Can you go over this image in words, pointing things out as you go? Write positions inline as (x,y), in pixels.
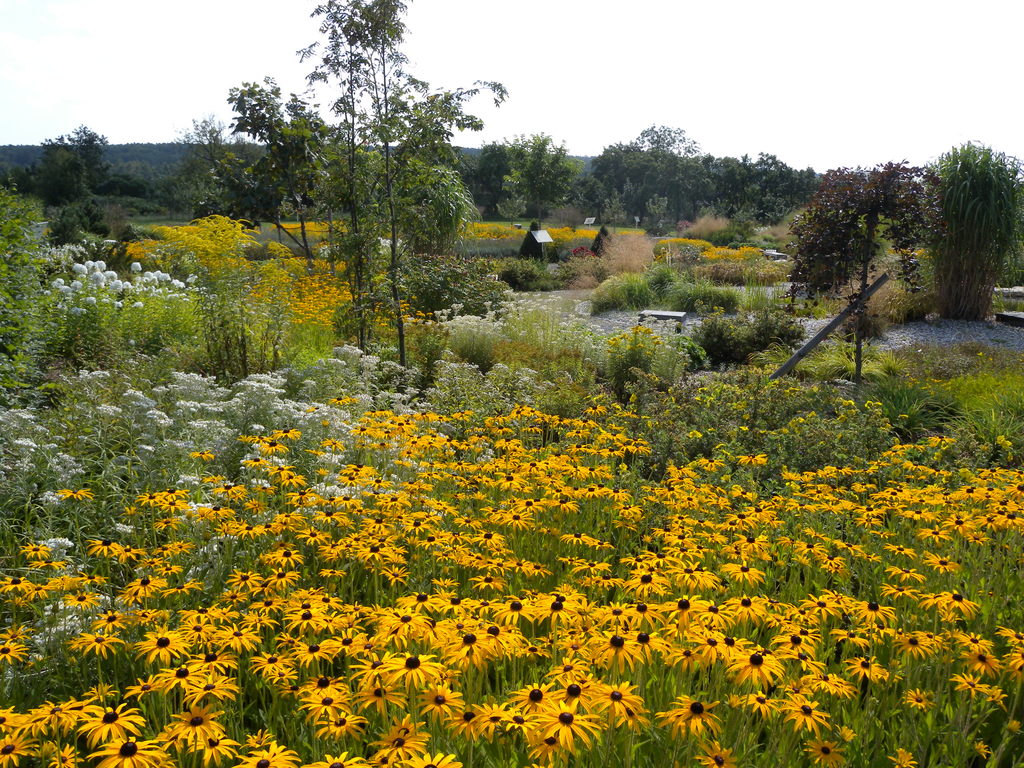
In this picture there are flower field (305,411) at the bottom side of the image (6,516) and there are boards (546,237) and trees (643,211) in the background area of the image (513,219).
